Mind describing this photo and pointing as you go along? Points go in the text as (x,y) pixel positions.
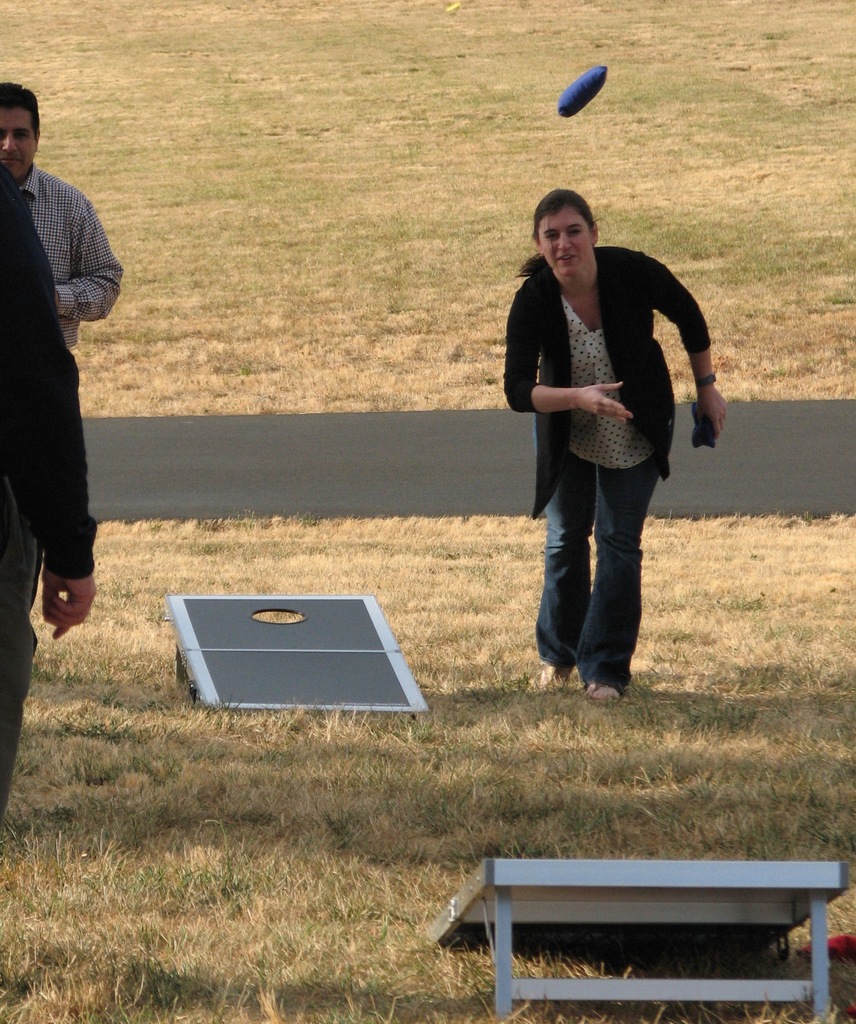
Land (235,253) is covered with dried grass (460,778). There are objects (276,631) on dried grass (516,776). Here we can see three people (562,388) and an object (573,104) in the air (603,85).
